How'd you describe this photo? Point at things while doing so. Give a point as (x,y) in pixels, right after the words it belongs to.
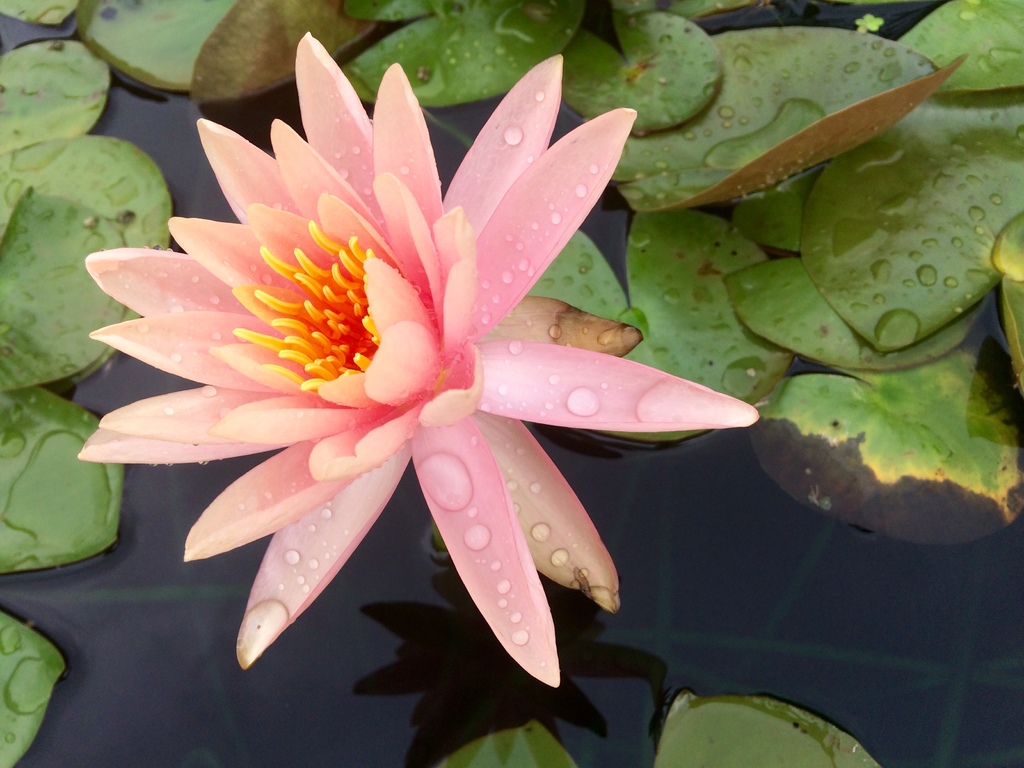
As we can see in the image there is water (622,688), leaves (5,472) and pink color flower (459,325).
